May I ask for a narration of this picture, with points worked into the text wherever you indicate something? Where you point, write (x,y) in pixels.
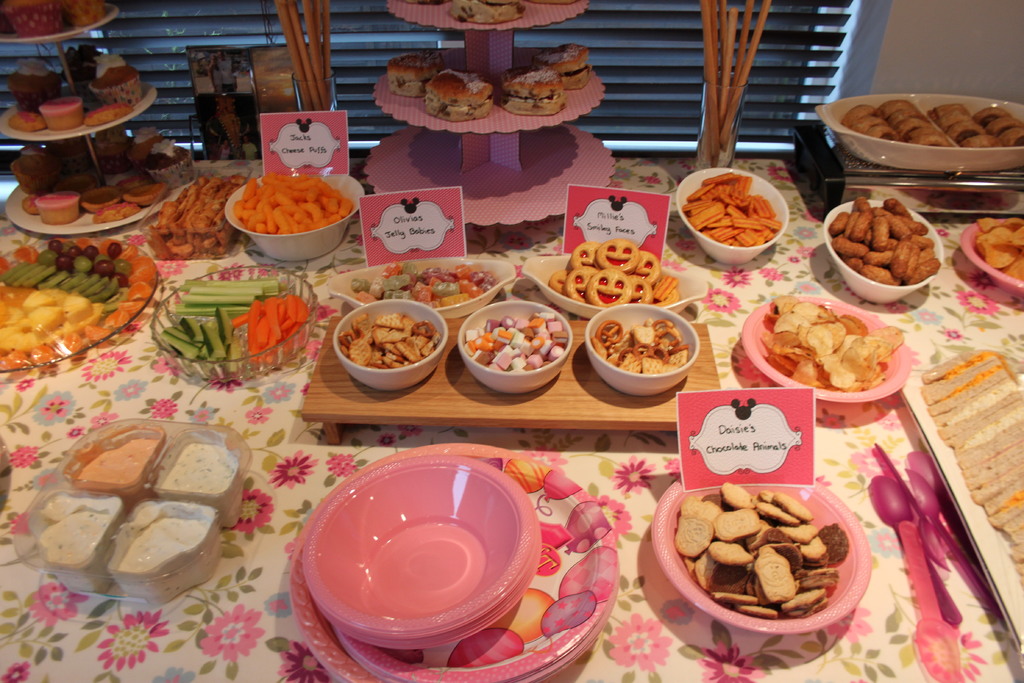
In this picture we can see bowls (303,291), plates (26,218), spoons (902,490), food items (28,266), name cards (279,170), breadsticks (750,70) and some objects (478,26) and in the background (779,51) we can see the wall (930,58), curtain (530,54).
